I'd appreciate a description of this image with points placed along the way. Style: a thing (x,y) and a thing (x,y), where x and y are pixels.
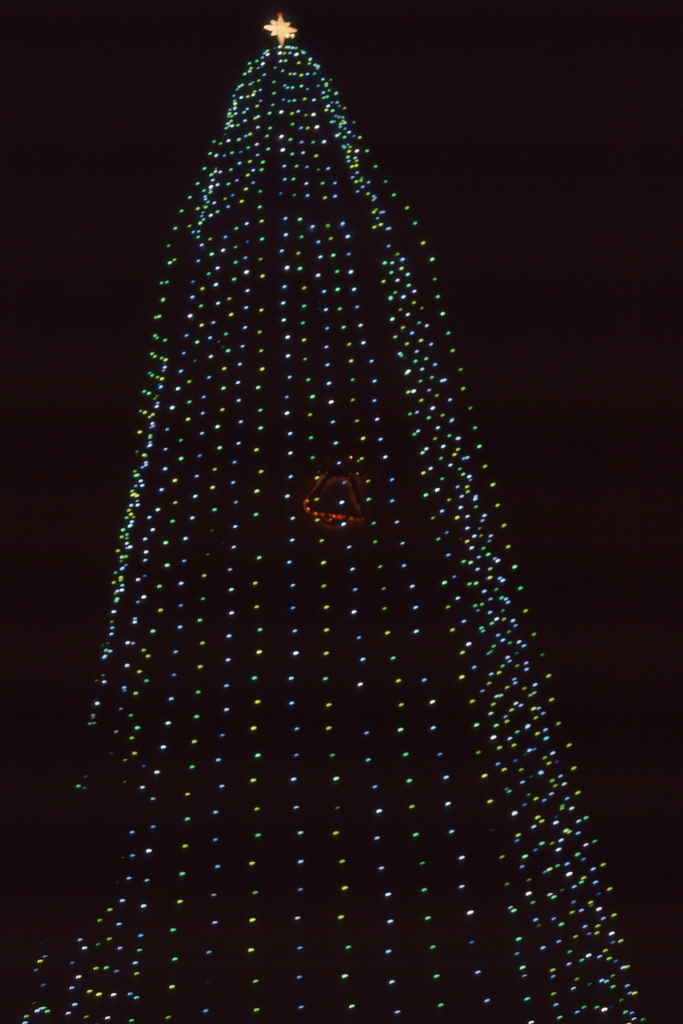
There are lights (282,101) and a star (282,39) on the top (278,36). The background (84,18) is black.
